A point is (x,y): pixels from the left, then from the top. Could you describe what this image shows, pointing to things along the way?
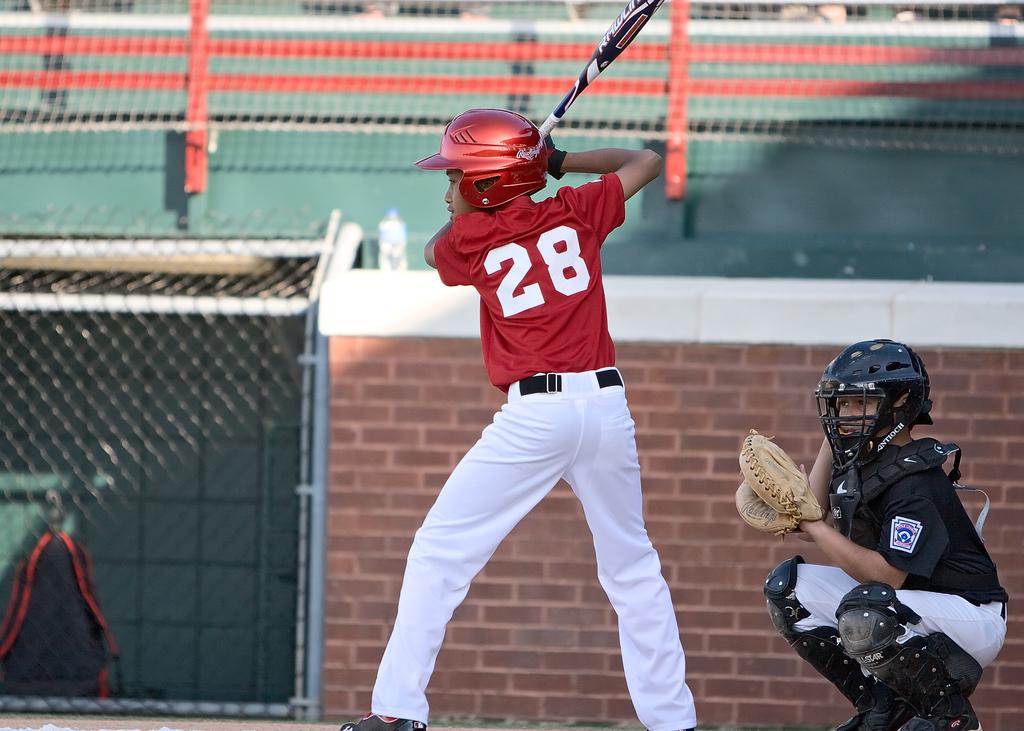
This image consists of two persons (619,589). In the front (530,394), the persons (537,444) holding a bat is wearing a red helmet (537,165). Beside him, there is a person (912,502) wearing a black helmet (868,428). In the background (398,302), we can see a wall (585,561) along with a fencing (231,57). At the bottom (236,724), there is a ground (569,728).
